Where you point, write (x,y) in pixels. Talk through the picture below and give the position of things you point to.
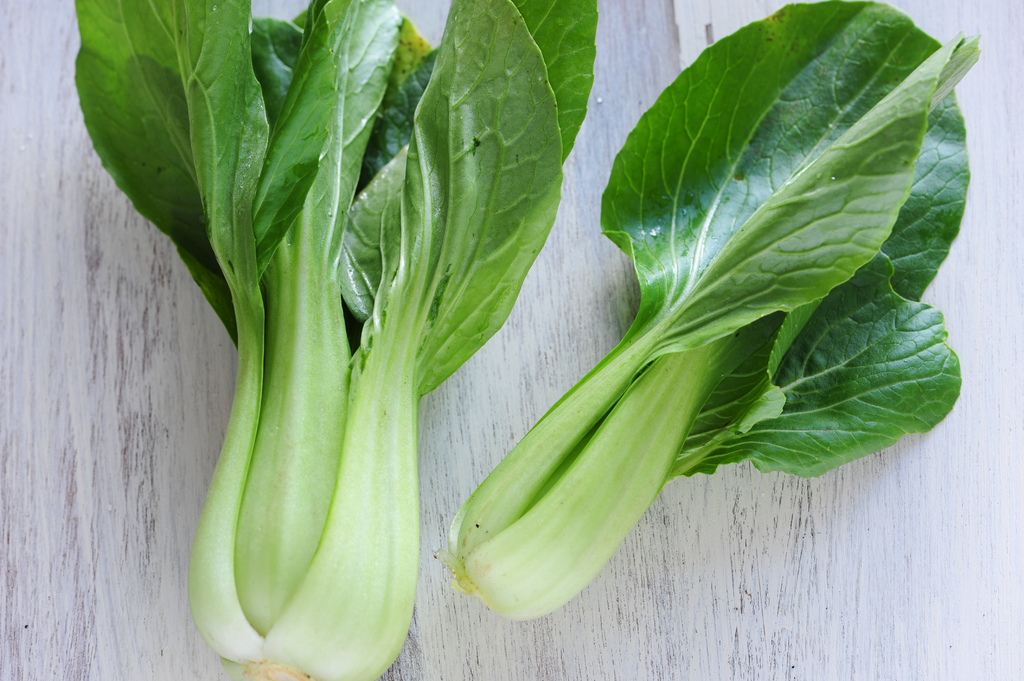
These are the two leafy vegetables (700,444).
